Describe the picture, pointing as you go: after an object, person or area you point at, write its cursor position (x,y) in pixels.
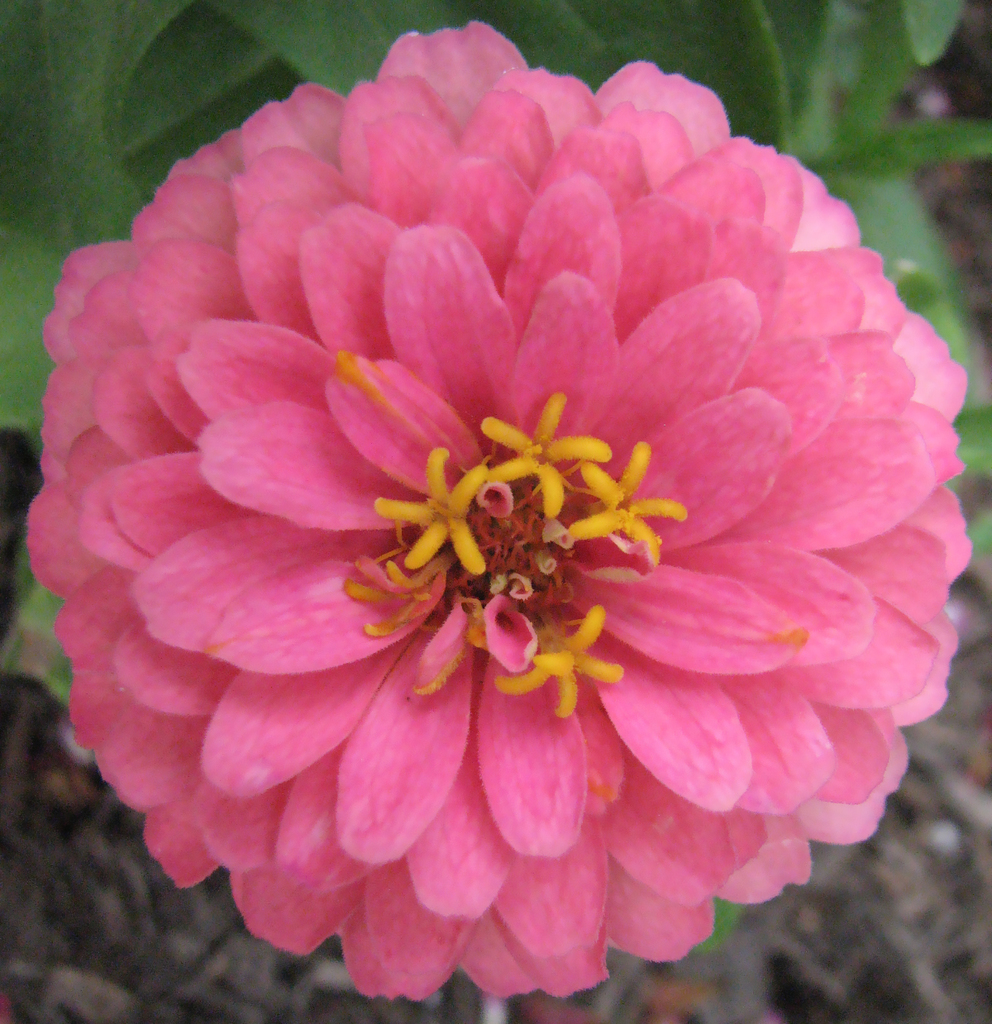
In this picture we can see a flower (804,750) and in the background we can see leaves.
